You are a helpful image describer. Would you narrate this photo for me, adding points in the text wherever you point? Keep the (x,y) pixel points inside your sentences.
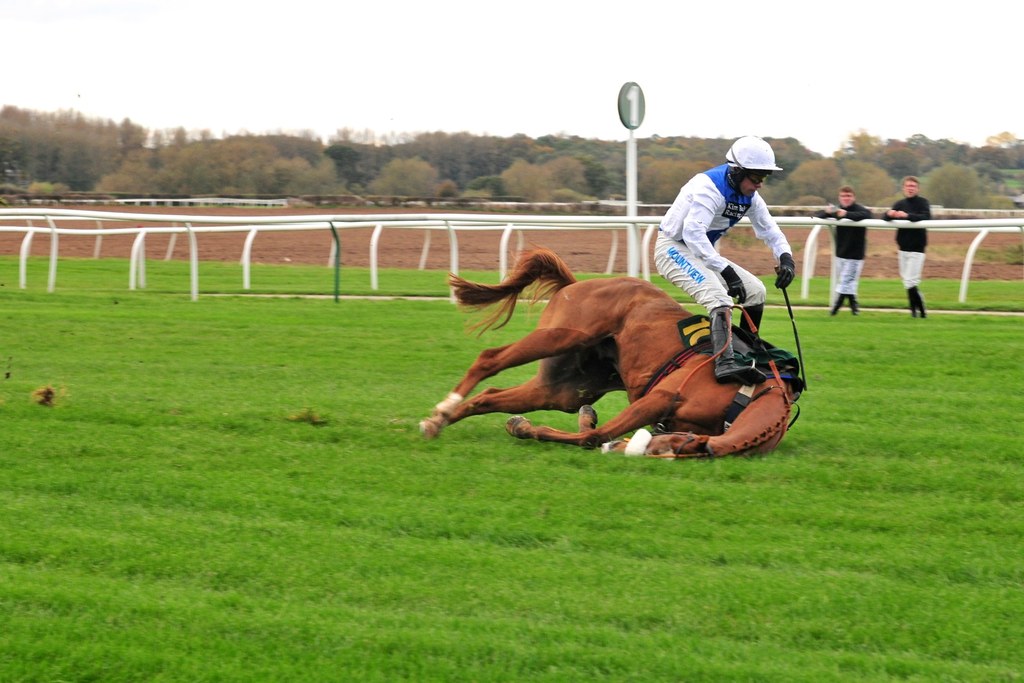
There is a man (752,303) and a horse (595,303), it seems like he is about to fall on the grassland (387,373) in the foreground area of the image (479,321), there are people (911,235), boundary (858,221), trees (772,199) and the sky (492,101) in the background (514,144).
